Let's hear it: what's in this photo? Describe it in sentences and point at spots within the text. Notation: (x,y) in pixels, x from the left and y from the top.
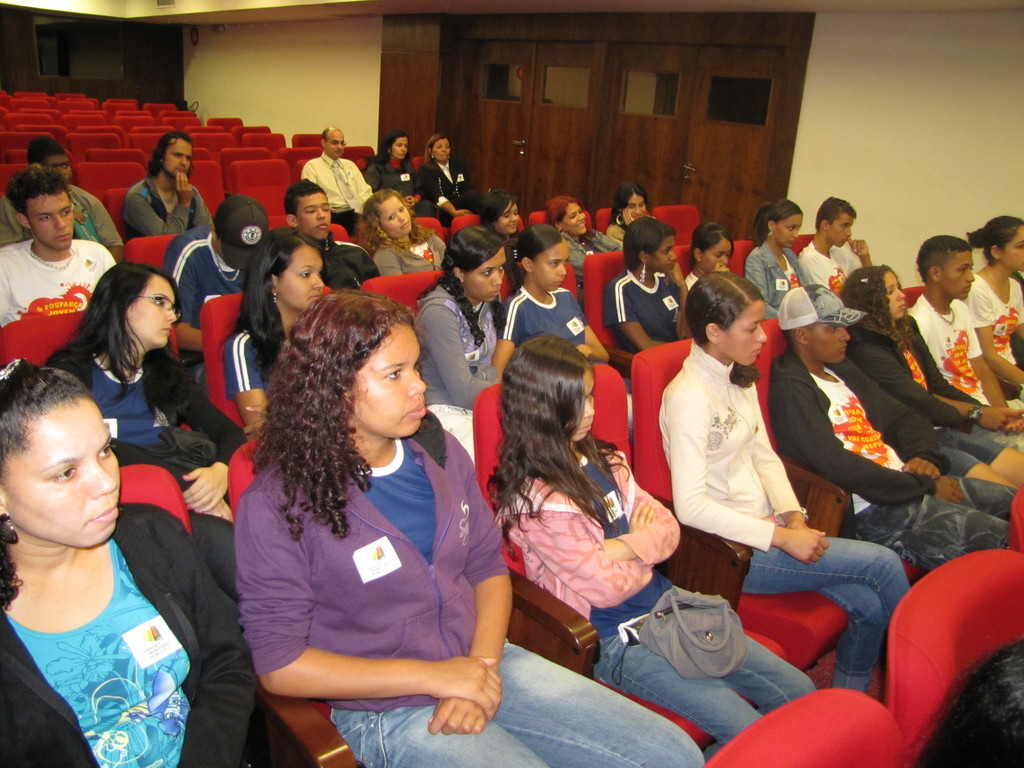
In this picture we can see a group of people (519,734) sitting on chairs (199,176) and in the background (224,90) we can see wall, doors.
